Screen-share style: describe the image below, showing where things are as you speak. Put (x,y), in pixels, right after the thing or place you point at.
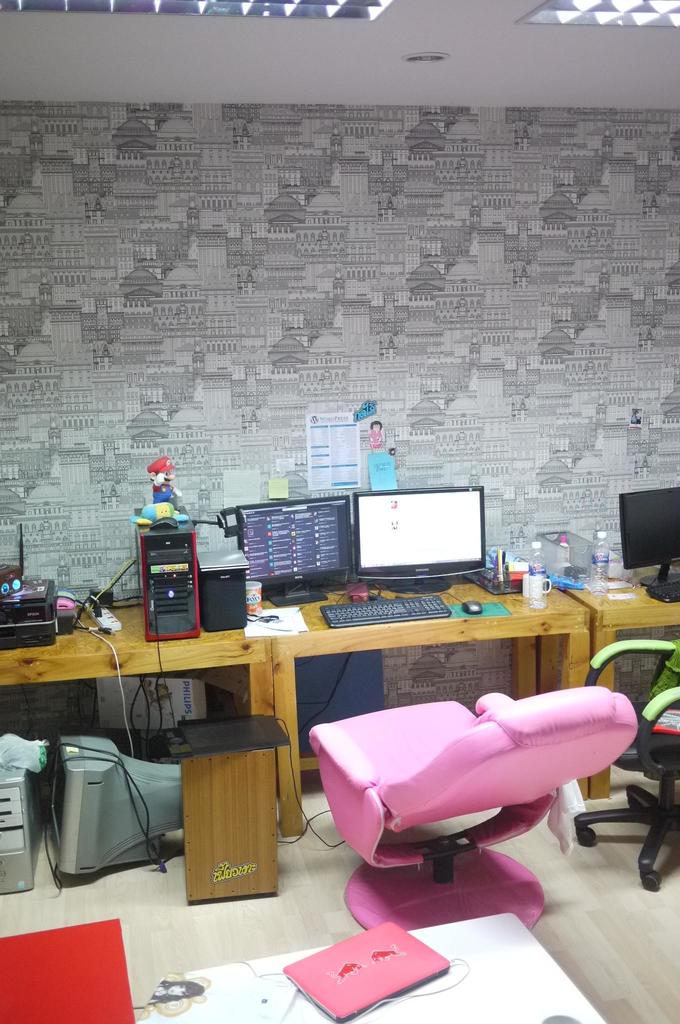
In this image there is a table (536,636) in the middle (308,616). On the table (517,632) there are desktops (314,561), c. p. u (187,561), speaker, bottles (534,568) on it. In front of the table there is a pink colour chair (459,747). On the ground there is a computer (64,804) and a c. p. u (11,822) on the left side (90,846). At the bottom (304,977) there is a laptop (386,957) on the white mat (534,990). On the right side (640,608) there is another table (624,604) on which there is another desktop (653,545). On the left side (17,610) there is a printer (38,626) on the table (74,642). At the top (596,10) there are lights (588,14). In the background (227,257) there is a wall (179,259) on which there is design (427,311).
